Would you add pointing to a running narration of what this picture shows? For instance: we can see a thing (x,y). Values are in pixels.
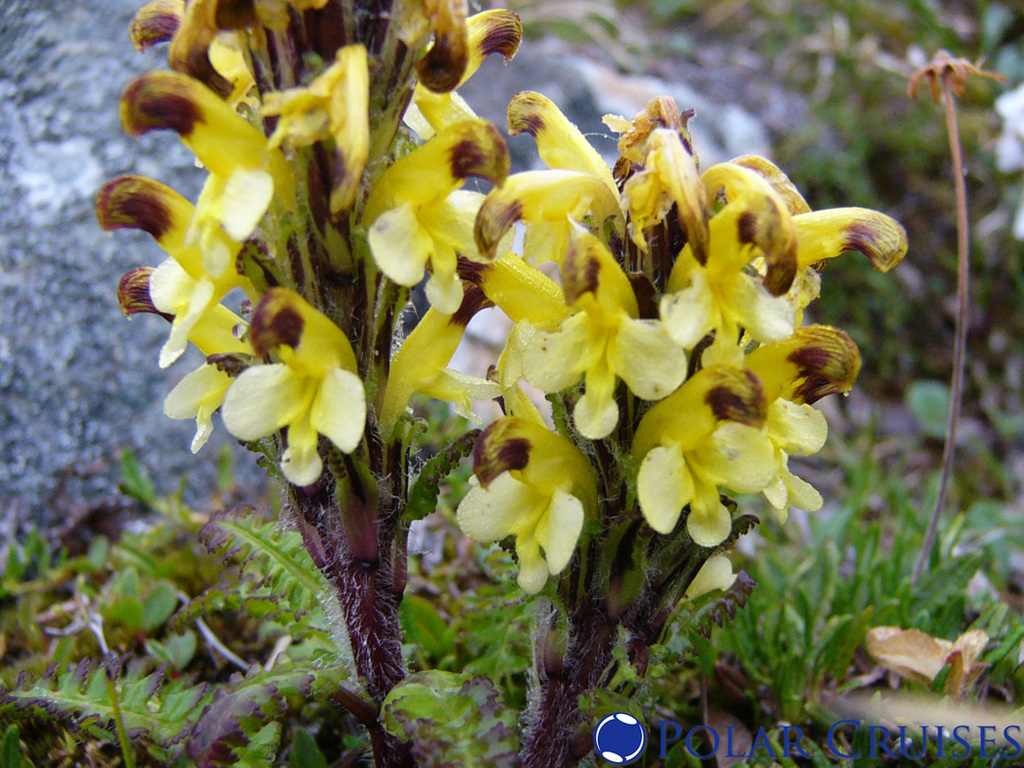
In the foreground of the picture (504,288) we can see flowers (459,373) and plants (535,728). The background (20,68) is not clear. In the background (935,158) we can see greenery (854,176) and other objects (627,58).
